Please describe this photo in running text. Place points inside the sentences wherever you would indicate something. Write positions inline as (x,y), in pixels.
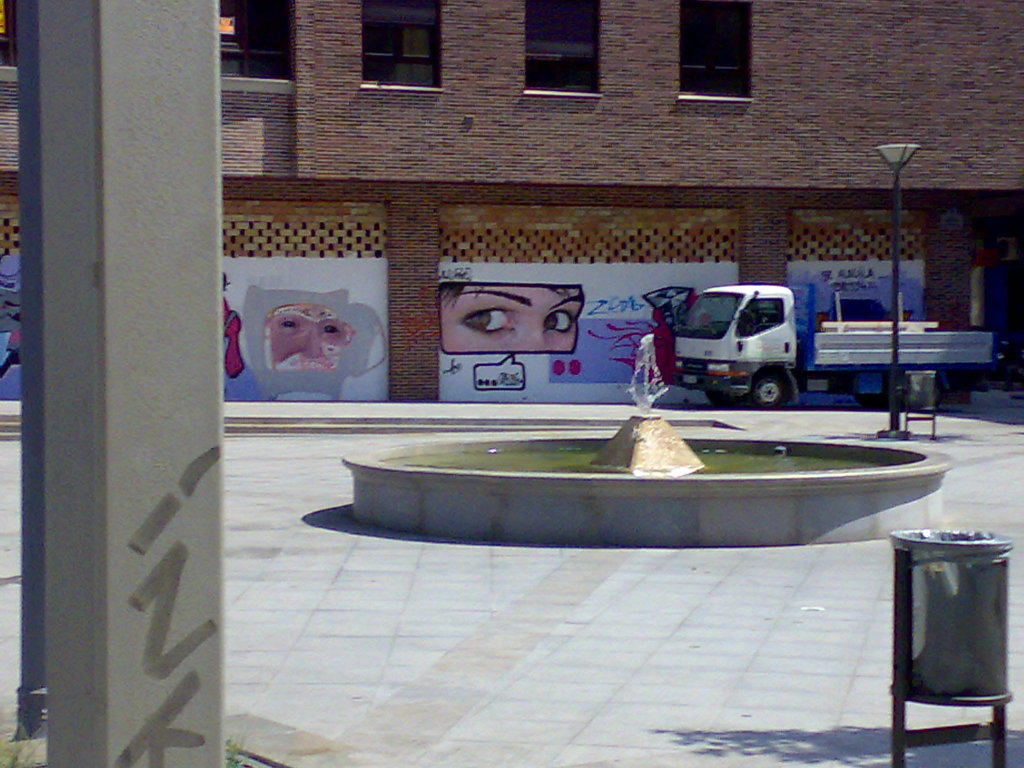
In this image we can see there is a building (246,240) and there is a wall (554,288) with a painting (548,360). And there is a fountain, light pole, pillar (129,686), dustbin (910,634) and vehicle (833,348) on the ground (243,449).
